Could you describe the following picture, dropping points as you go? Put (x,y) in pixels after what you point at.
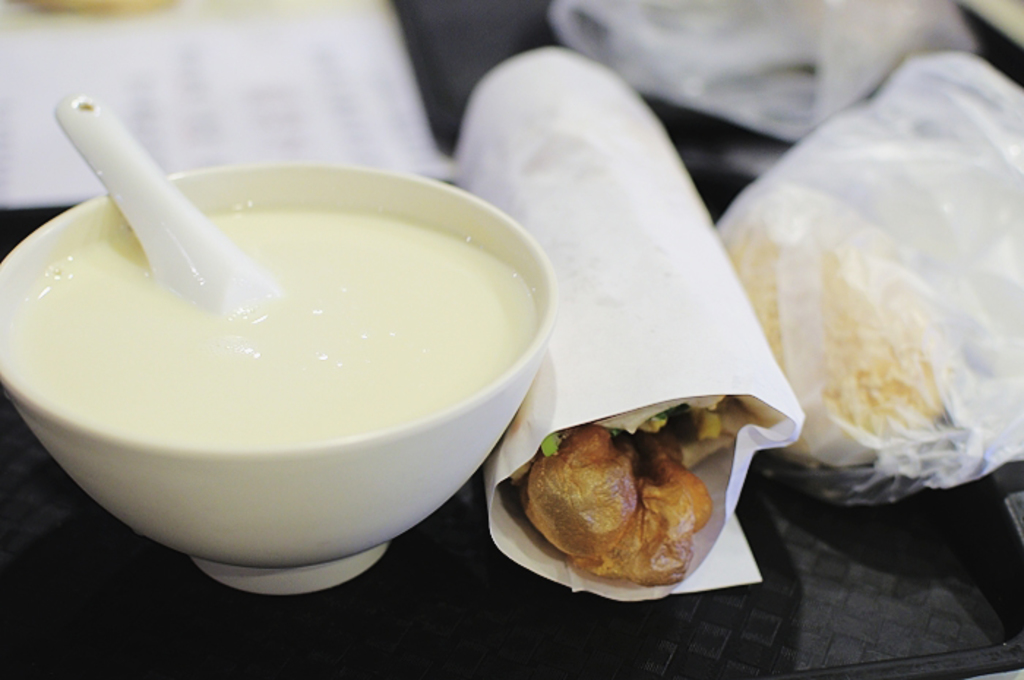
In the picture there are some food items (151,347) kept on a black tray (887,585).
